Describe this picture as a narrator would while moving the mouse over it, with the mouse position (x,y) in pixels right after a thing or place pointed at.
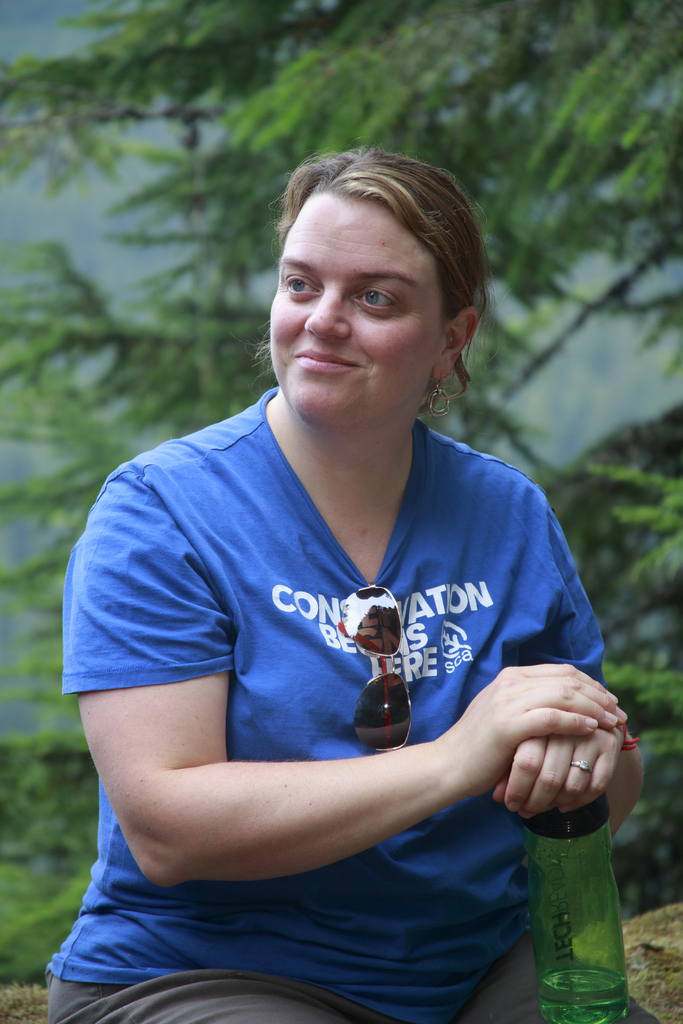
This picture shows a woman (635,1008) seated with a smile (339,354) on her face (324,350), and she holds a water bottle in her hand (597,758) and we see a tree (146,363) back of her.
